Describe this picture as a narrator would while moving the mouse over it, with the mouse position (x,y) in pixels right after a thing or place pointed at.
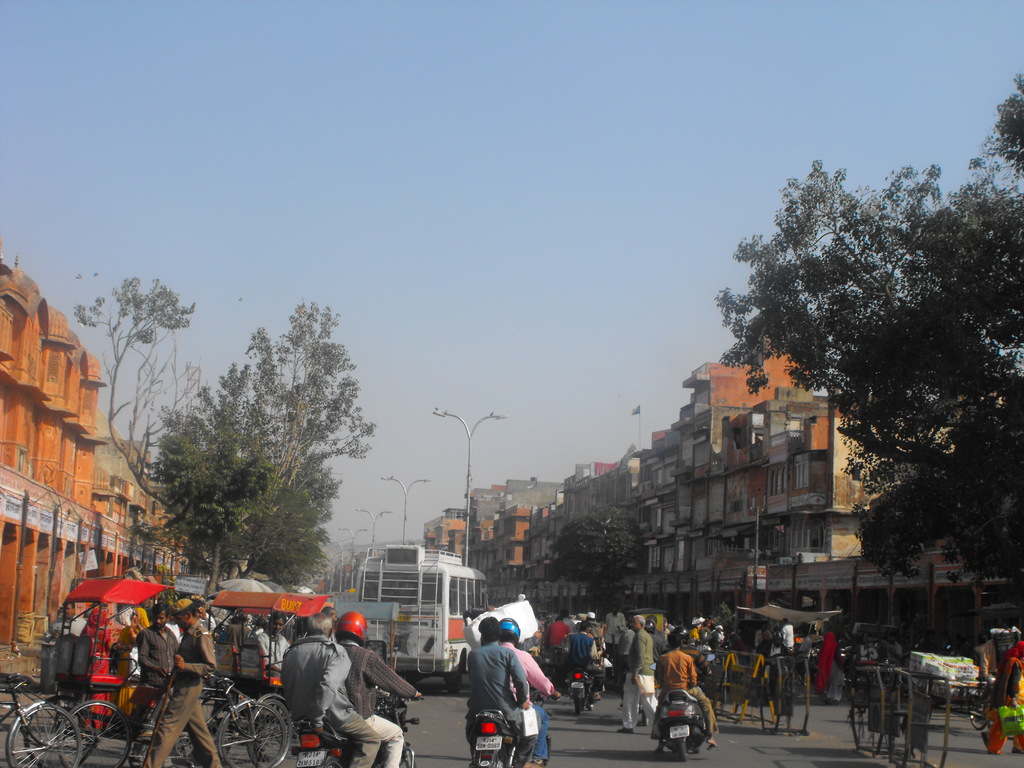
In the center of the image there is a road (419,678). There are vehicles (423,628) on the road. There are people (193,647) walking on the road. To the both sides of the image there are buildings (779,478), trees (592,544). At the top of the image (413,104) there is sky (345,97).
